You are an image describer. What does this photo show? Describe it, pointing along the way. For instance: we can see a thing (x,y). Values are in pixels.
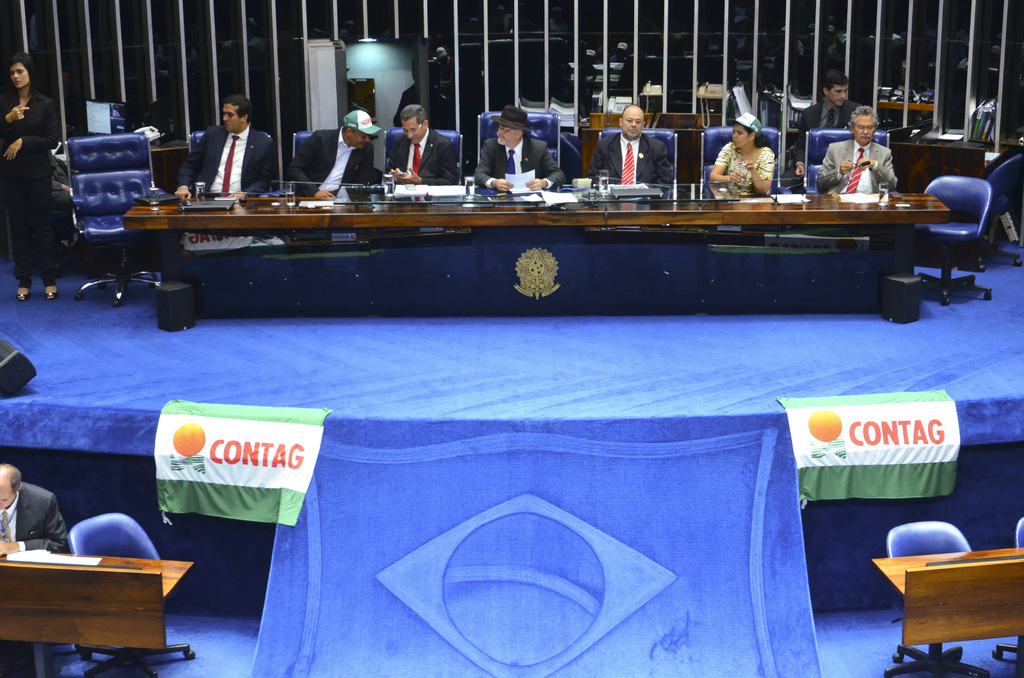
In this picture we can see a group of people (855,183) sitting on a chair (671,162). On left side (7,107) there is a woman (24,61) who is standing. On bottom left (10,468) we can see a person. On the background (317,77) there is a door (356,92). Here it's a big table (605,241), on the table (602,229) we can see a glass (605,185), laptops (621,195) and paper (326,208).
